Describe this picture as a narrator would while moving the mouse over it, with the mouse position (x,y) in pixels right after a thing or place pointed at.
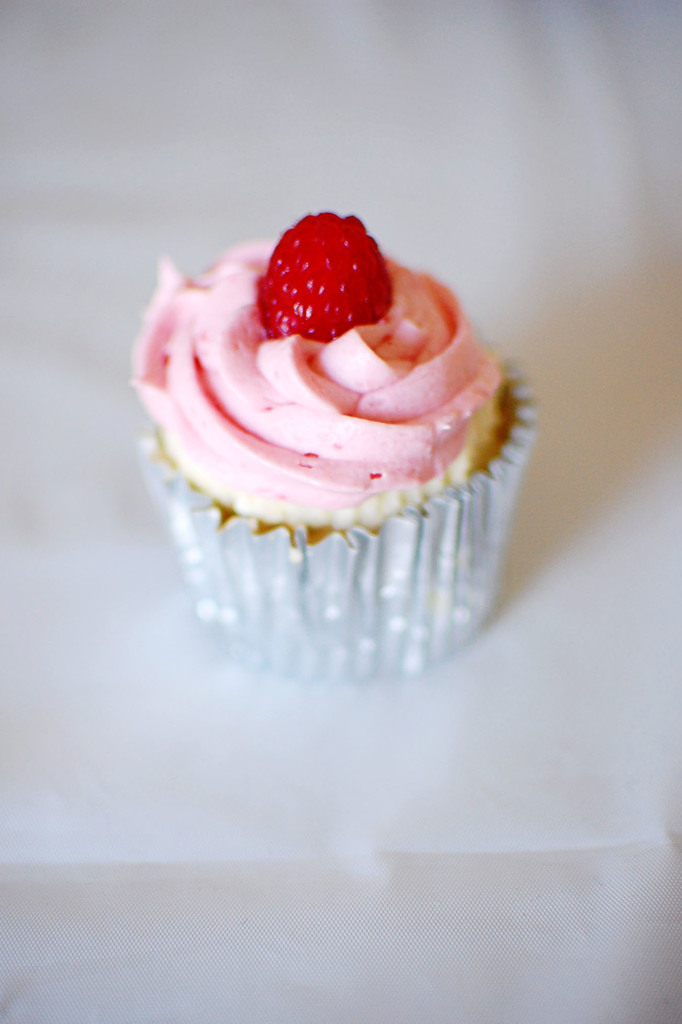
In the center of the image (320,482), we can see a raspberry cupcake (320,482) on the table (421,825).
